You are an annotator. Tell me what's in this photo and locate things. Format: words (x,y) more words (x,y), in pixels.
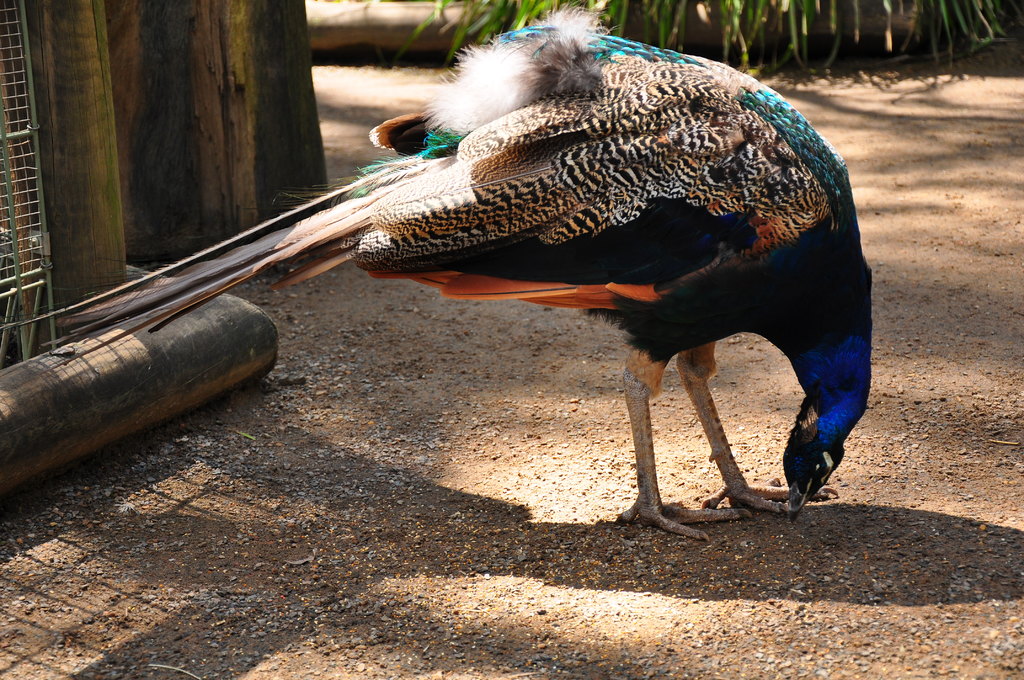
In the middle of the image (670,247) we can see a peacock (583,297), on the left side of the image (74,354) we can find a pipe (38,398) and fence (23,145).
